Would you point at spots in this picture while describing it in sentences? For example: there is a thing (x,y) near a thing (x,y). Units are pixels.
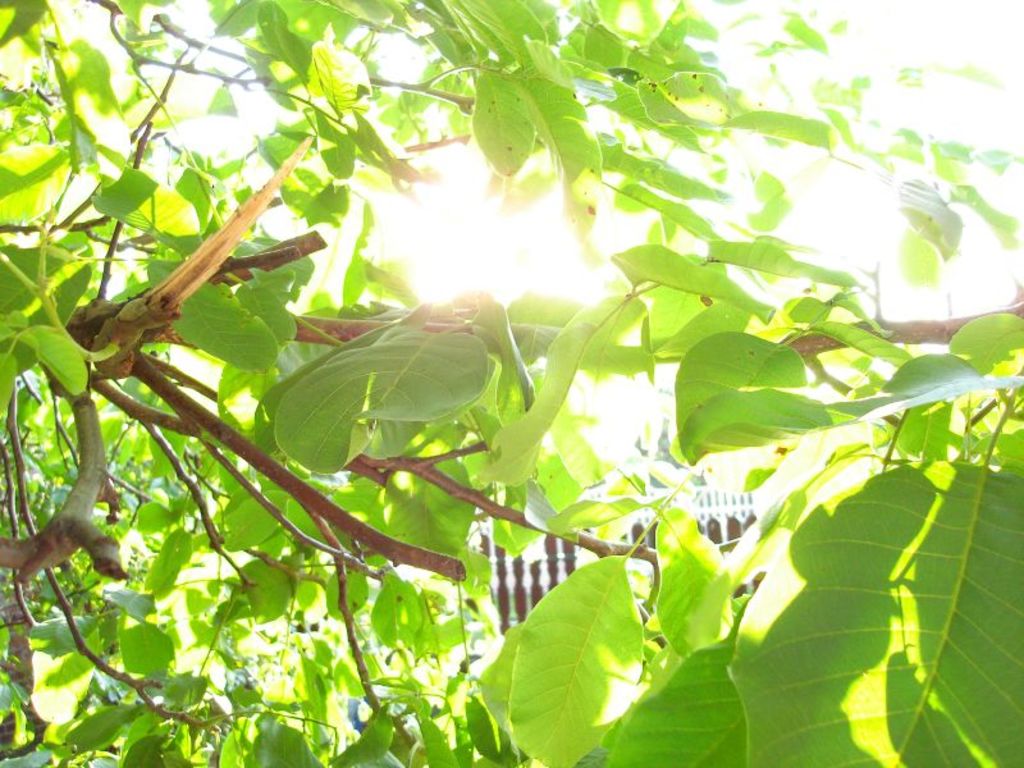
In this picture we can observe a tree (348,629) and leaves (306,424) which were in green color. There is a wooden railing (733,535) here. In the background (517,222) we can observe sun (452,235).
